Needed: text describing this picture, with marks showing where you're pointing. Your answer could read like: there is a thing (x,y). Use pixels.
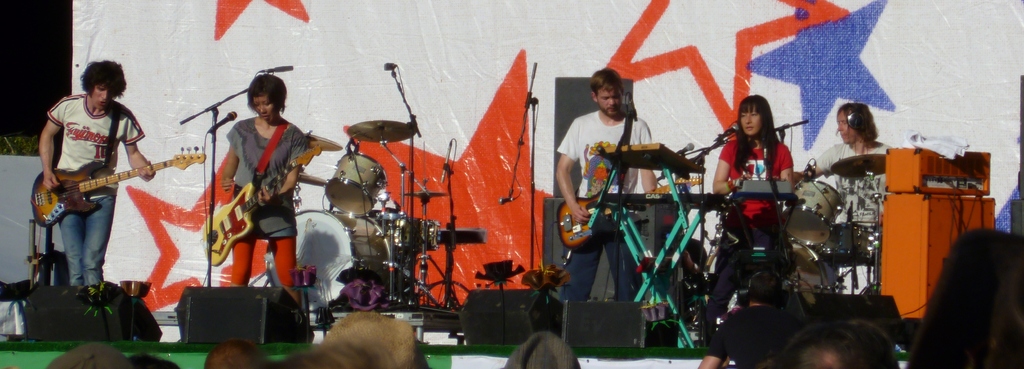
There are group of people (642,170) in the image who are playing their musical instrument (320,229) in front of a microphone (232,118). We can also see group of people (375,327) as audience (827,328), in background (457,19) there is a white color hoarding (537,21). On right side (927,152) there is a white cloth (924,140) and speakers (944,208) with wires (961,221).
